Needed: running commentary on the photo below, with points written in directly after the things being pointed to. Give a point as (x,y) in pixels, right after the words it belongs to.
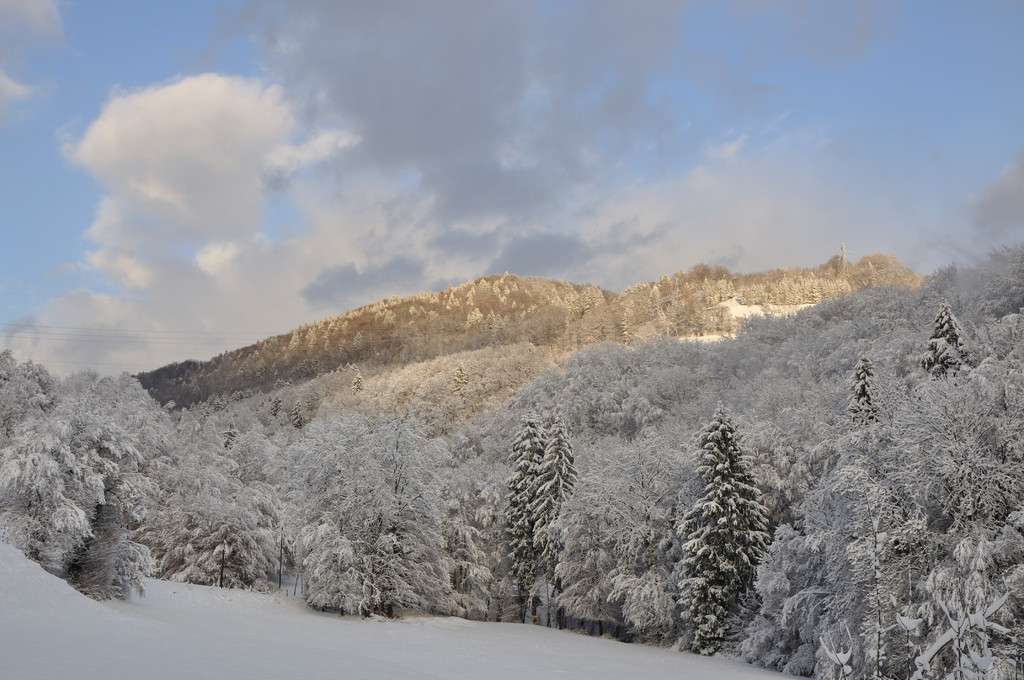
In this image we can see a group of trees (678,568) covered with snow (32,457). In the background (691,309), we can see mountains (322,337) and the cloudy sky (585,212).
